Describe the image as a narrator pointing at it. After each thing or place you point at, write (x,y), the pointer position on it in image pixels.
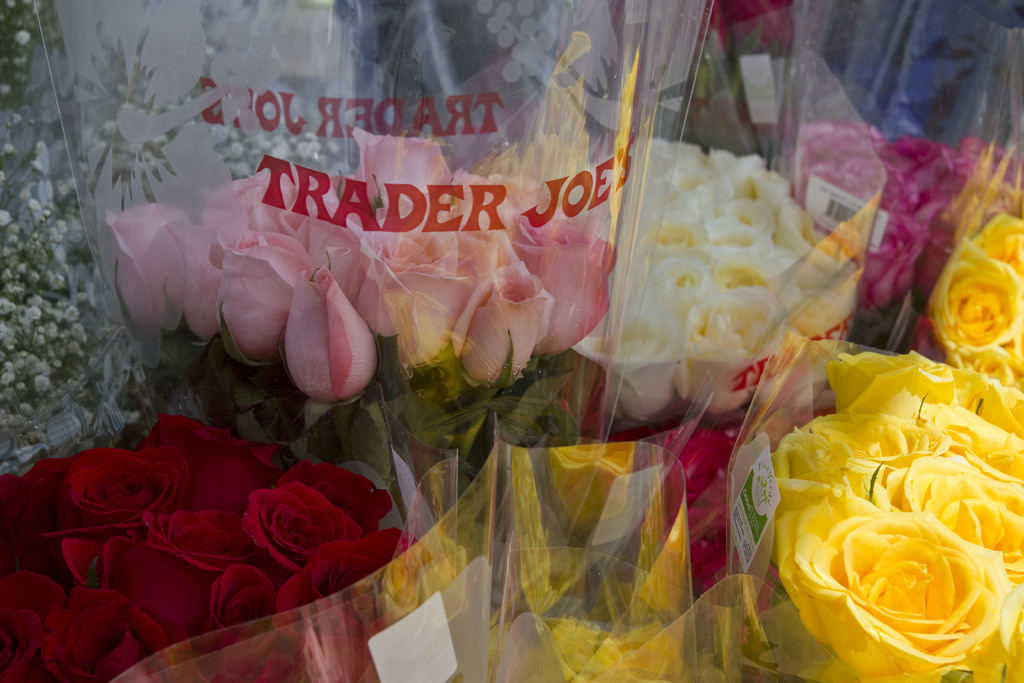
In this image I can see there are colorful roses (204,463) visible in the plastic cover (349,37).
